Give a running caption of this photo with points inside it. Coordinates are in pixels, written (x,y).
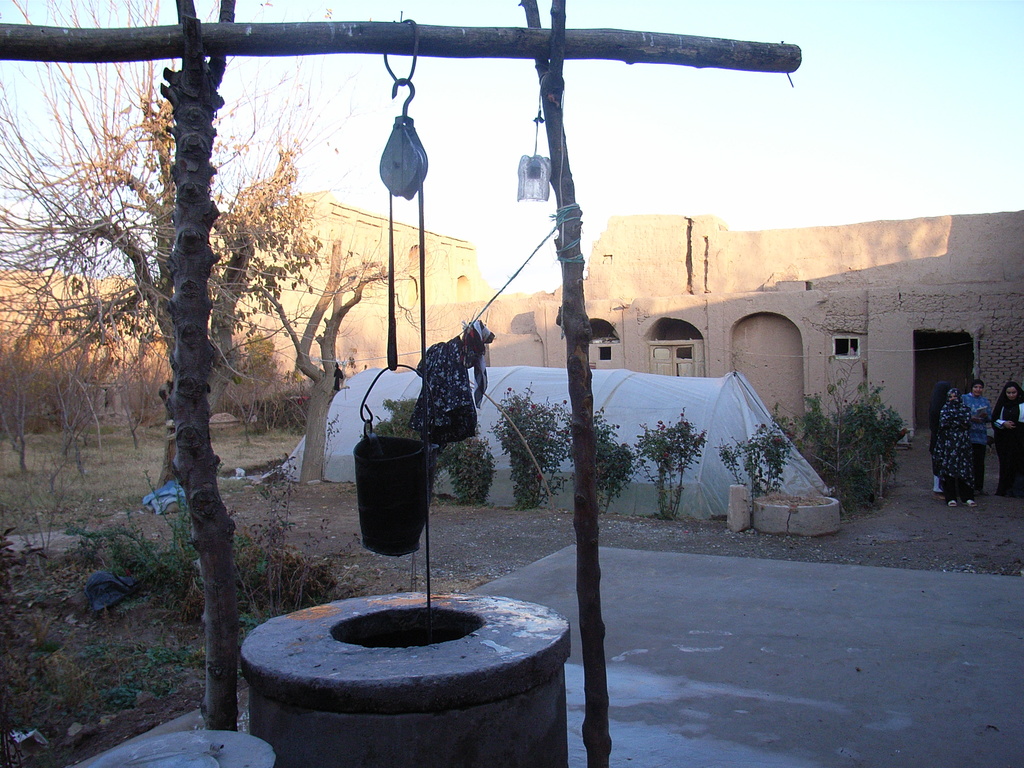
In this image we can see a well (412,676). Behind plants (870,465) are there and one white color tent (619,411) is there. Left side of the image (117,321) trees (160,353) are present. Background of the image (853,273) mud houses (674,275) are there. Right side of the image (955,466) women (954,429) are standing.
